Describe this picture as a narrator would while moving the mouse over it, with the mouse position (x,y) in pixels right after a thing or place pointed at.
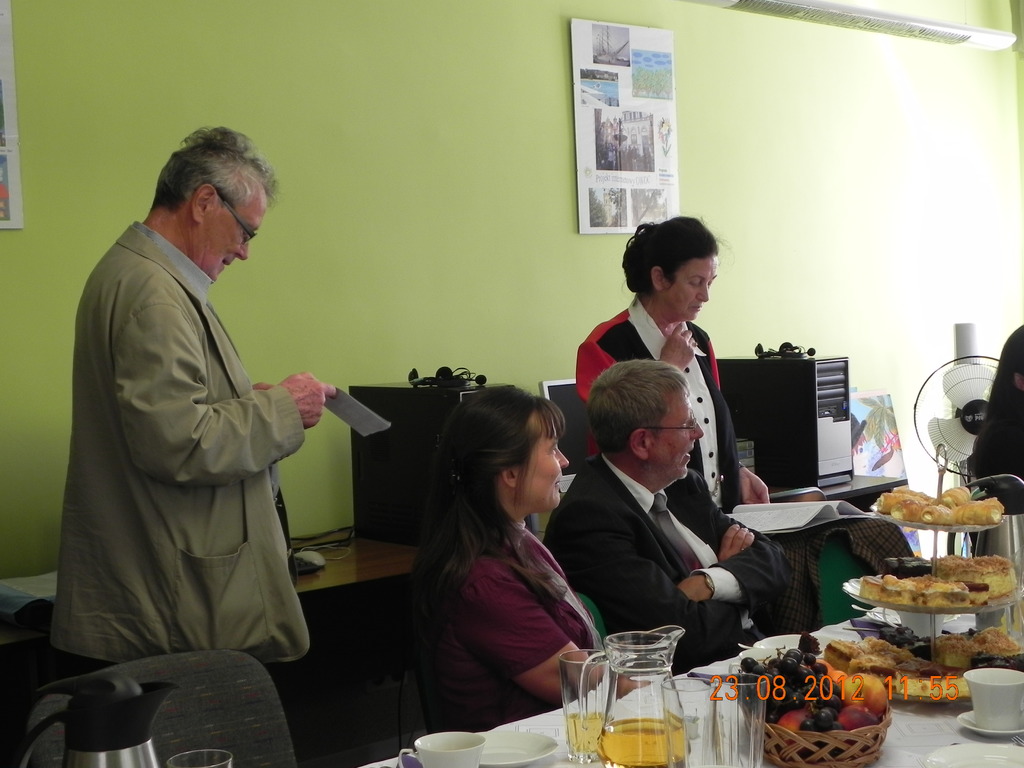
In this image i can see two people (584,555) are sitting on a chair (598,612) and a man (144,363) and a woman (657,242) are standing in front of a table (557,721). On the table (729,657) we have glasses (709,689), cup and other objects (924,664) on it.
